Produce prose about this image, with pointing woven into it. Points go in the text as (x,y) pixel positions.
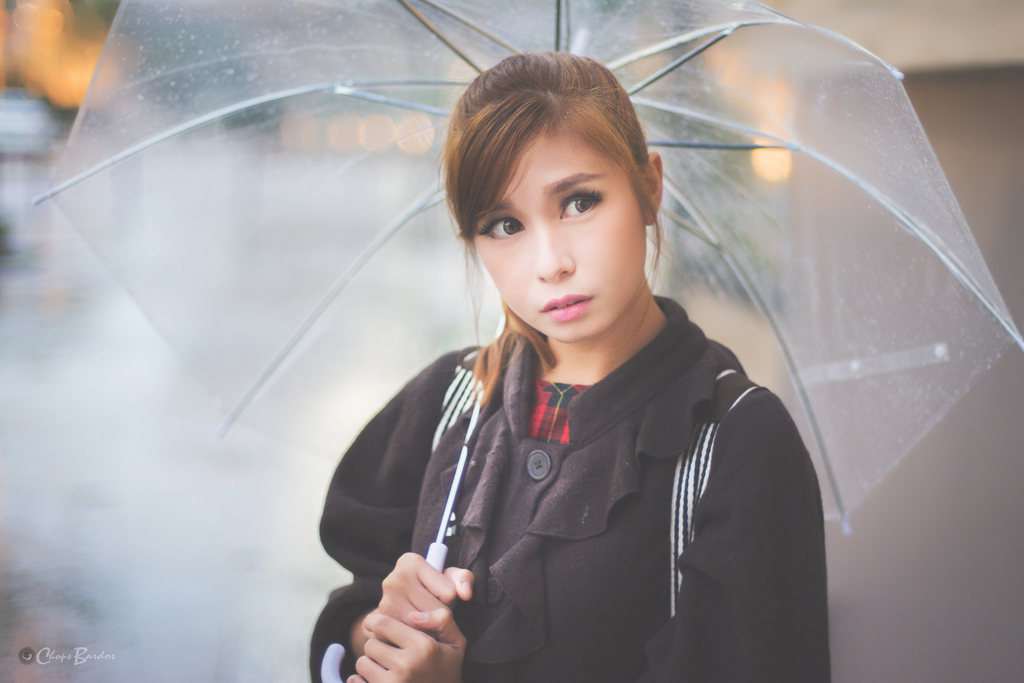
In the picture we can see a woman (606,452) holding an umbrella (927,297). There is a blur background (965,581).
